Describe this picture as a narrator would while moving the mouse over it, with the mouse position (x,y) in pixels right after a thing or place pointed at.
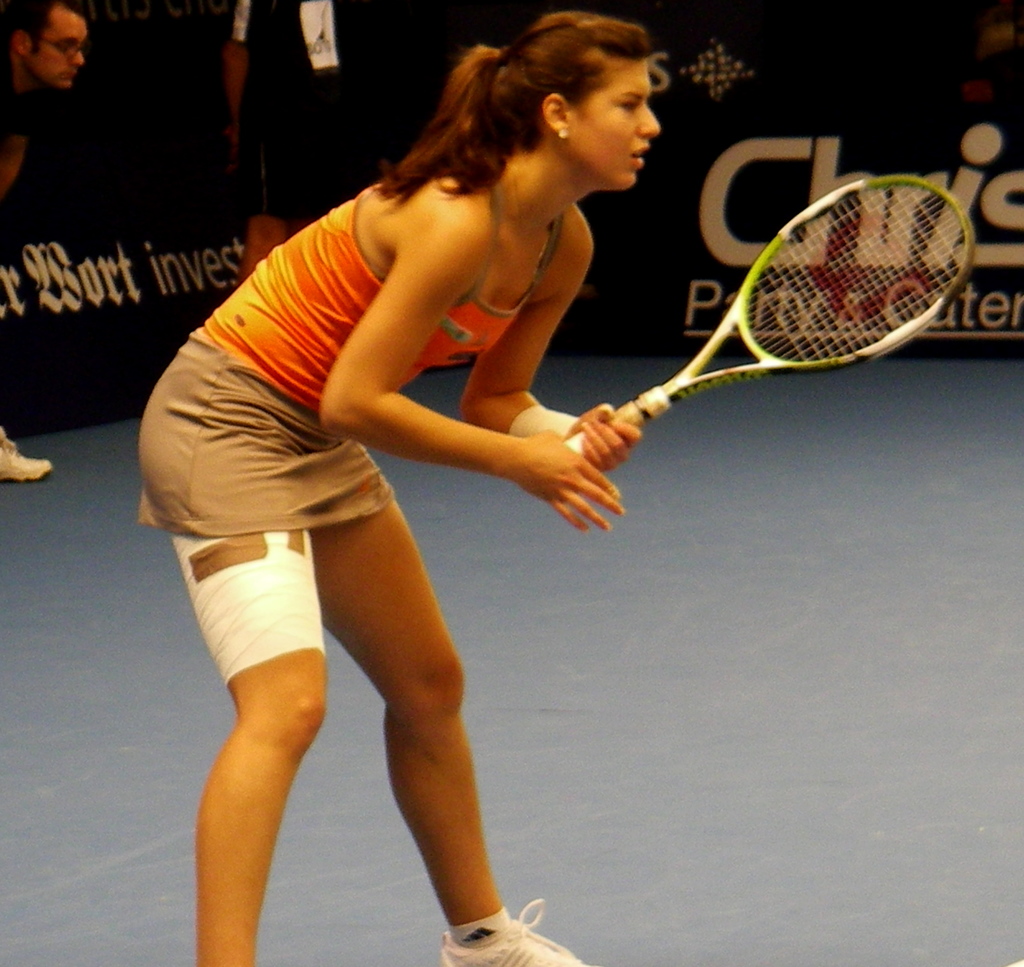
In this image i can see a woman (298,369) standing and holding the racket (926,246). At the back side (849,124) there is a board (752,122) and I can see two person (224,49) standing. The woman (460,927) is wearing white shoes (509,941).
